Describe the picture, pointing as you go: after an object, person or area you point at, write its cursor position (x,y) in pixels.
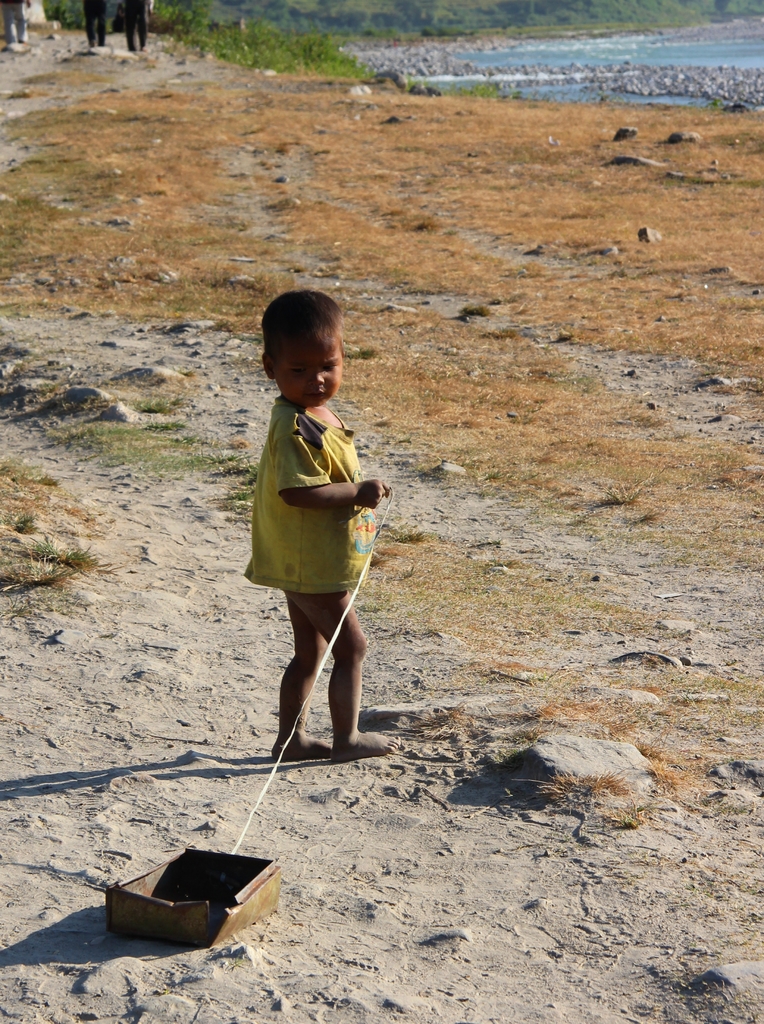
In this image, I can see a boy (344,736) standing and holding a rope (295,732), which is tied to an object (208,912). There are rocks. At the top of the image (365,39), I can see water (583,56), grass (344,72) and the legs (140,25) of three persons (7,31).
